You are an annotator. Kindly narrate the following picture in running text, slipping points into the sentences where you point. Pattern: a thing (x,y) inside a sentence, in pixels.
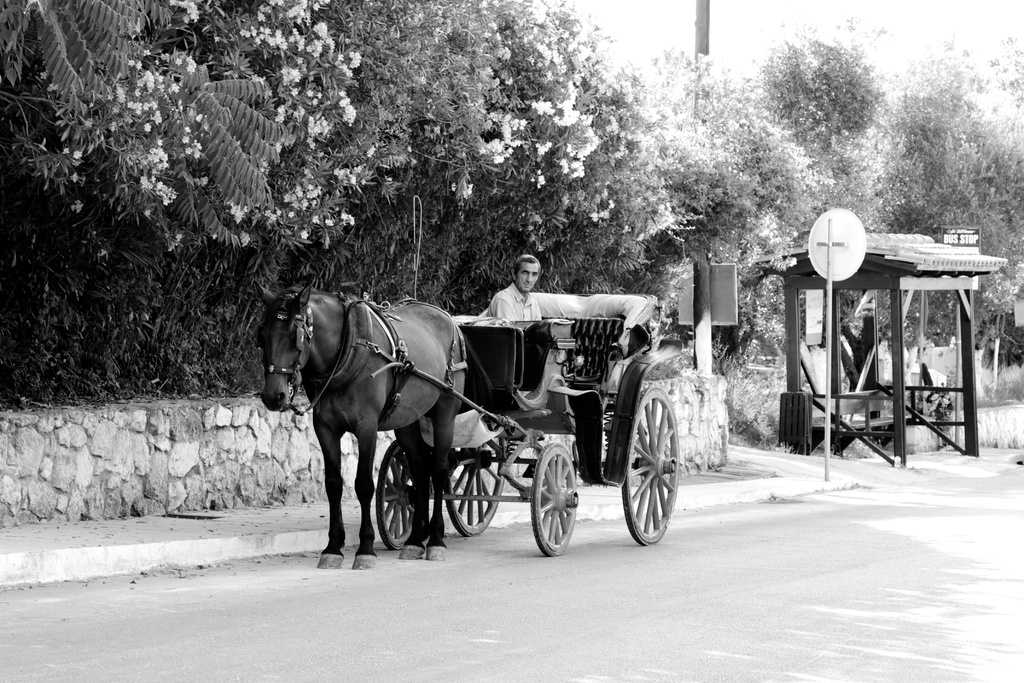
There is a person (504,307) sitting in the horse cart (554,340), which is on the road (388,611), near a footpath (298,503). Beside the footpath (186,515), there is a wall (99,450). Above that, there are trees (121,118) which are having flowers (179,61). There is shelter (865,284), there is a signboard (833,259) which is attached to a pole (825,461) and there is a hoarding (730,267) which is attached to another pole (695,357).
